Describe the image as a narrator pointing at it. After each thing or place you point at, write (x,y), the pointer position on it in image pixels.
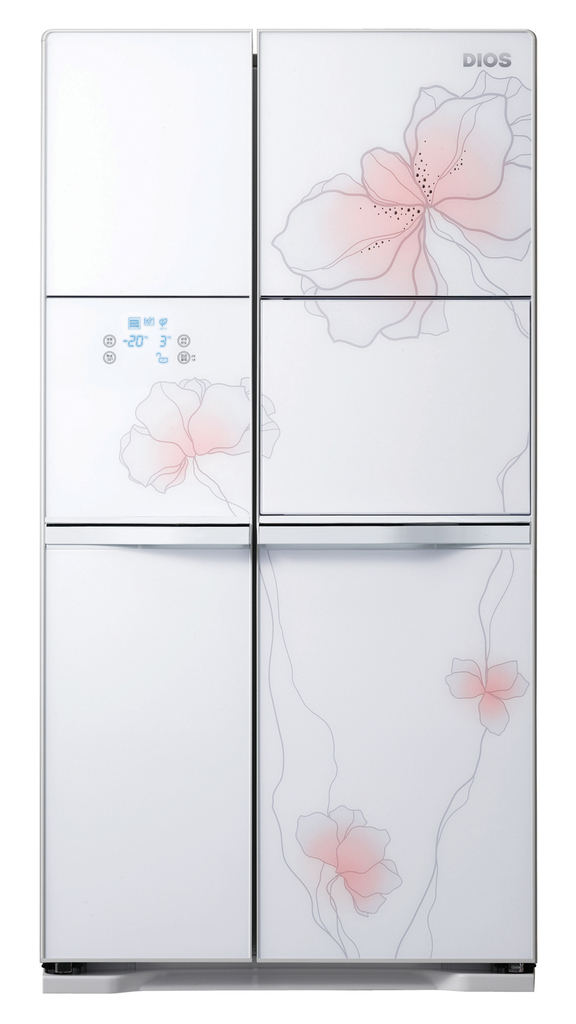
In this image I can see the white color refrigerator (278,555) and there are some flowers (367,853) on it. And there is a white background (177,1020).
